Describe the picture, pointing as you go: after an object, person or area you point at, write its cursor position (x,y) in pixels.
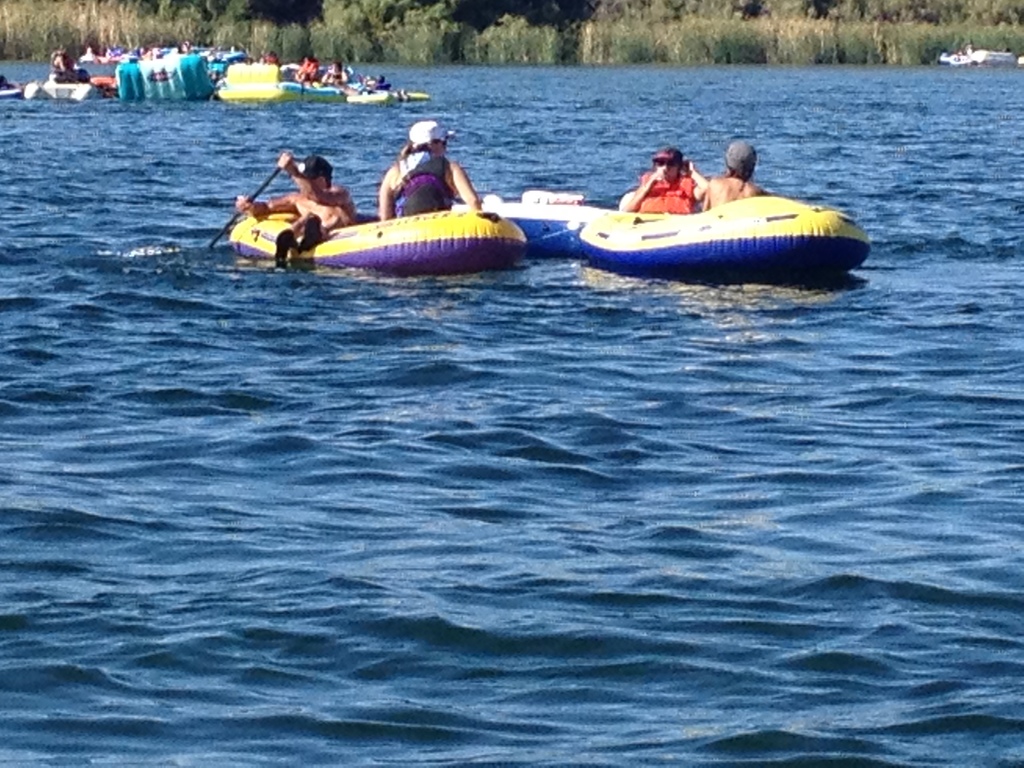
People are rowing boats (678,227) on the water (346,415). There are plants (556,32) at the back (163,7).
